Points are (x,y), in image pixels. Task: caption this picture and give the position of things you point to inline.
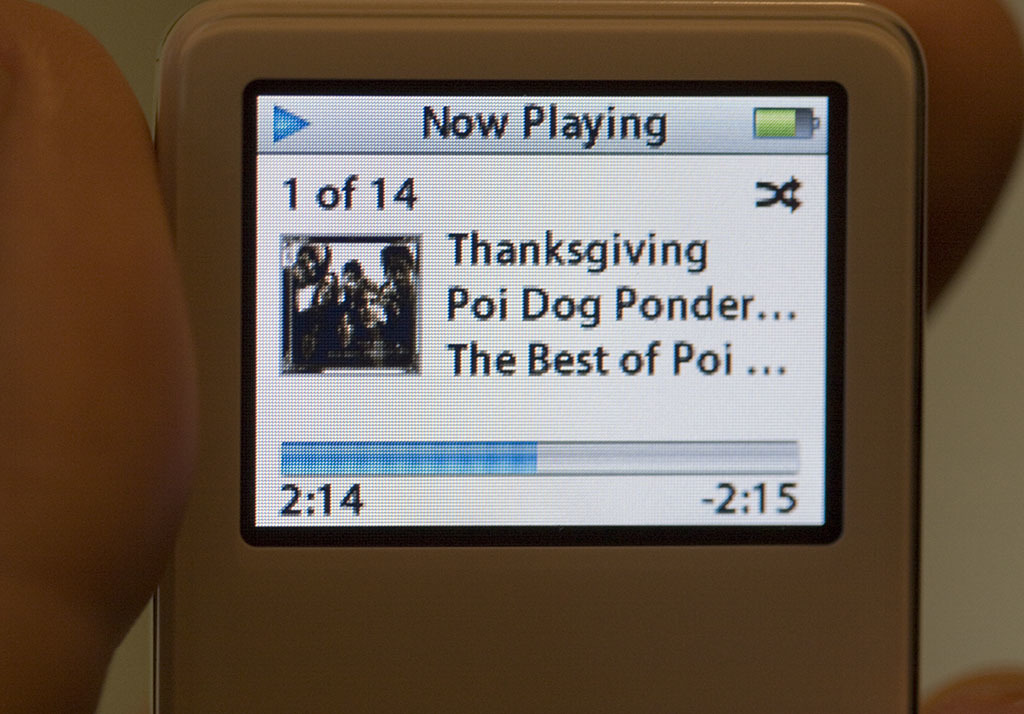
In this image in the front (659,550) there is an object (586,621) which is white in colour and on the object (527,532) there is a screen (442,356) and there is some text (512,313) written on the screen (564,315) and there is a finger (111,358) visible on the left side (104,358).
